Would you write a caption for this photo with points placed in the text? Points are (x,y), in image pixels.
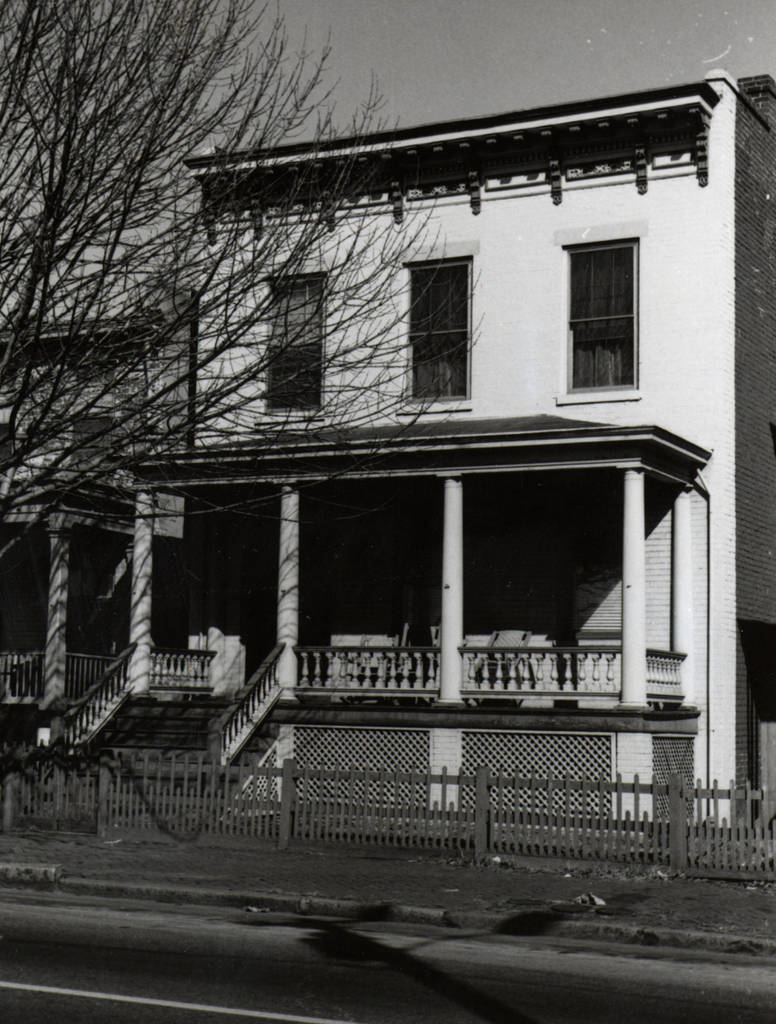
In the middle of the image (385,583) we can see few buildings (322,596), in front of the building (347,381) we can find a tree (121,229) and fence (395,817), and it is a black and white photography.
